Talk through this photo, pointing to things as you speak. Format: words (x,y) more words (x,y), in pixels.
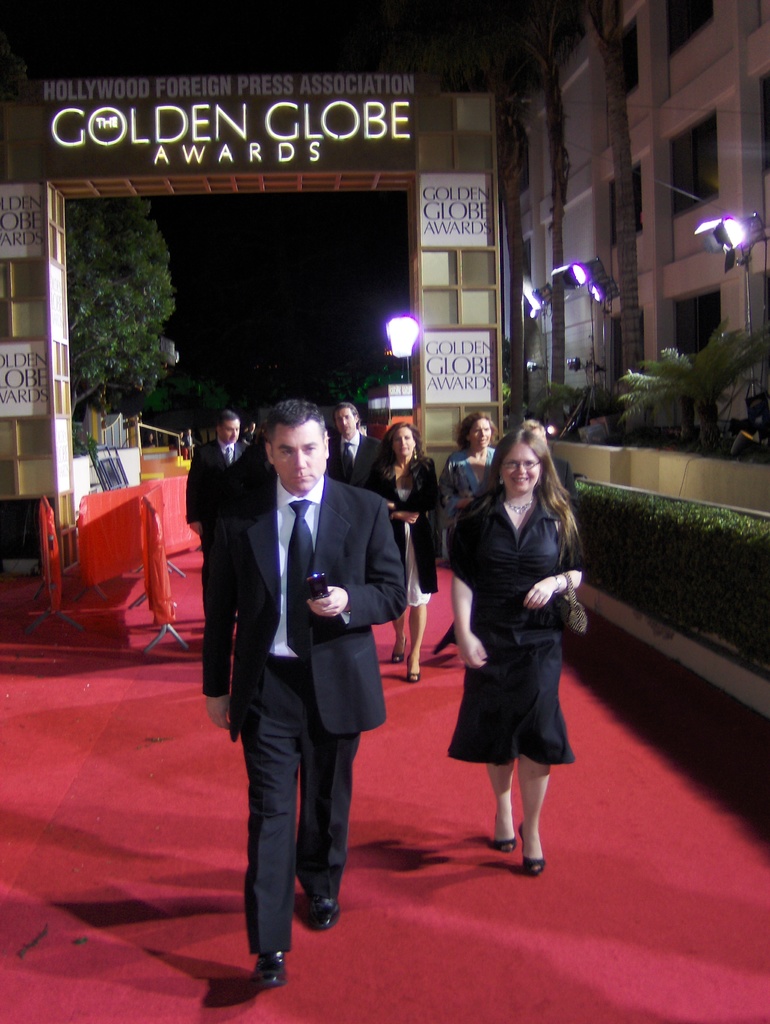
In this image there are people (425,523), buildings (570,261), boards (484,346), lights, trees (694,383), plants (662,561), red carpet (612,806) and objects (98,563). Something is written on the boards (17,198).
